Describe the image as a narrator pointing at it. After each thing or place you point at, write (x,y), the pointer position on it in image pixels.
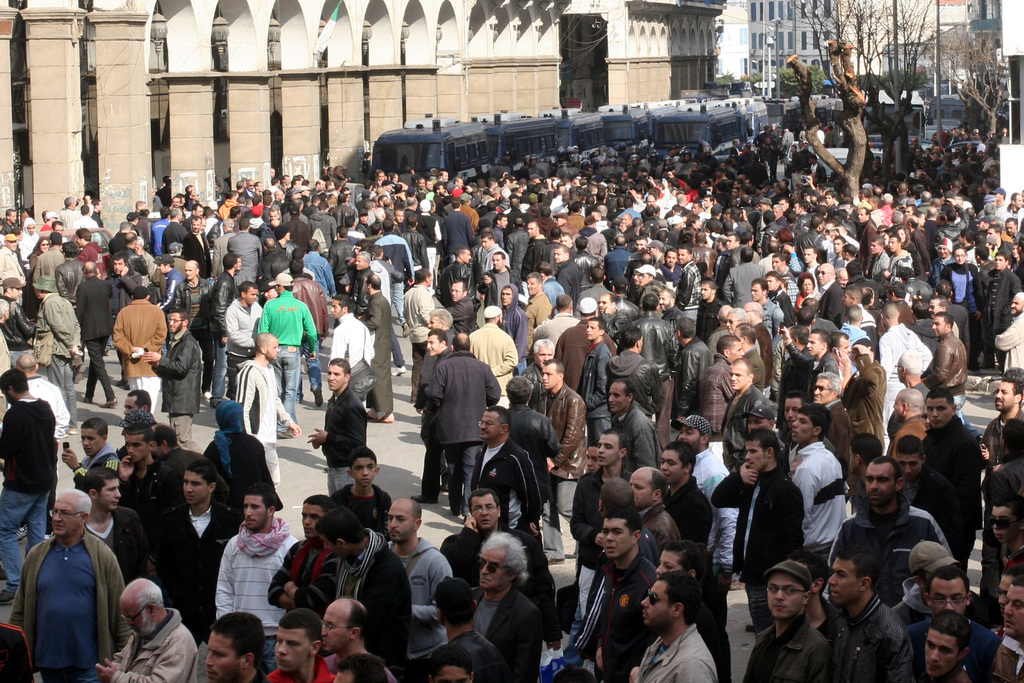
This image is taken outdoors. In the background (229,69) there are few buildings (748,40) with walls (736,37), windows (813,30), doors (584,62), pillars (247,112) and roofs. There are few lights (224,38). Many buses (716,112) are parked on the road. There are a few trees (835,62) and poles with street lights (776,33). In the middle of the image (444,428) many people (886,455) are standing on the road (215,428) and a few (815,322) are walking.
